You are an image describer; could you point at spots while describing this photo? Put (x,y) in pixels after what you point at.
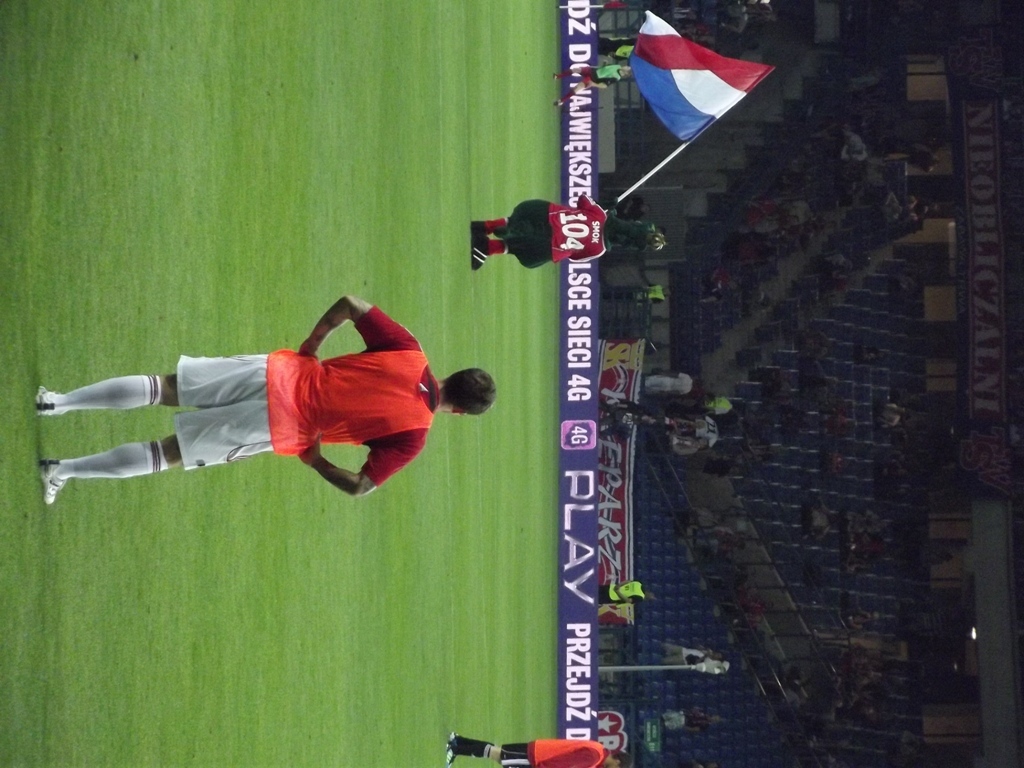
In this image there are a few players (595,210) on the ground (216,522), one of them is holding the flag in his hand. In front of them there are sponsor boards (570,585) on the boundary fence (573,400). Behind the fence (580,375) there are banners (605,452), cameras (633,412), metal rod fence (611,389) and some other people (814,397) sitting in the stands (854,466).
